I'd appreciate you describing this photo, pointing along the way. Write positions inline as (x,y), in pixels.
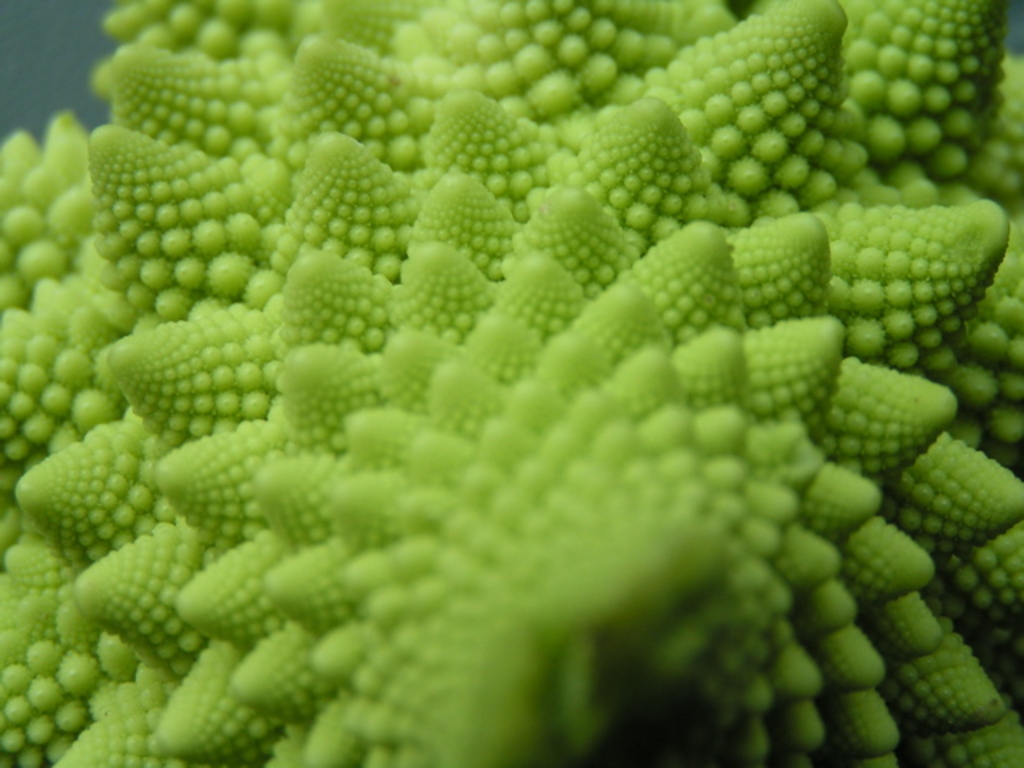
The picture in the image is in green color. It have several layers (497,204). The corners of the image look like a plates (924,326). It may Romanesco broccoli (540,451).
